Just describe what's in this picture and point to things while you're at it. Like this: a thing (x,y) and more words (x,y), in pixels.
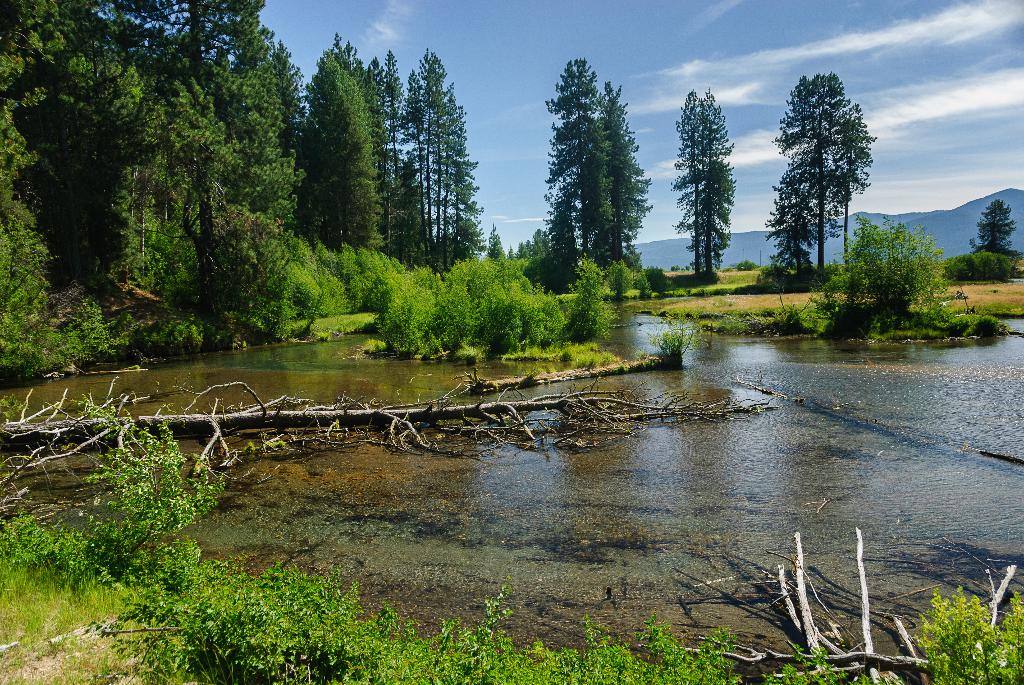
In this image, we can see some trees (352,129) beside the lake (404,365). There are some plants (668,652) at the bottom of the image (401,652). There is a sky (510,125) at the top of the image (472,61).
